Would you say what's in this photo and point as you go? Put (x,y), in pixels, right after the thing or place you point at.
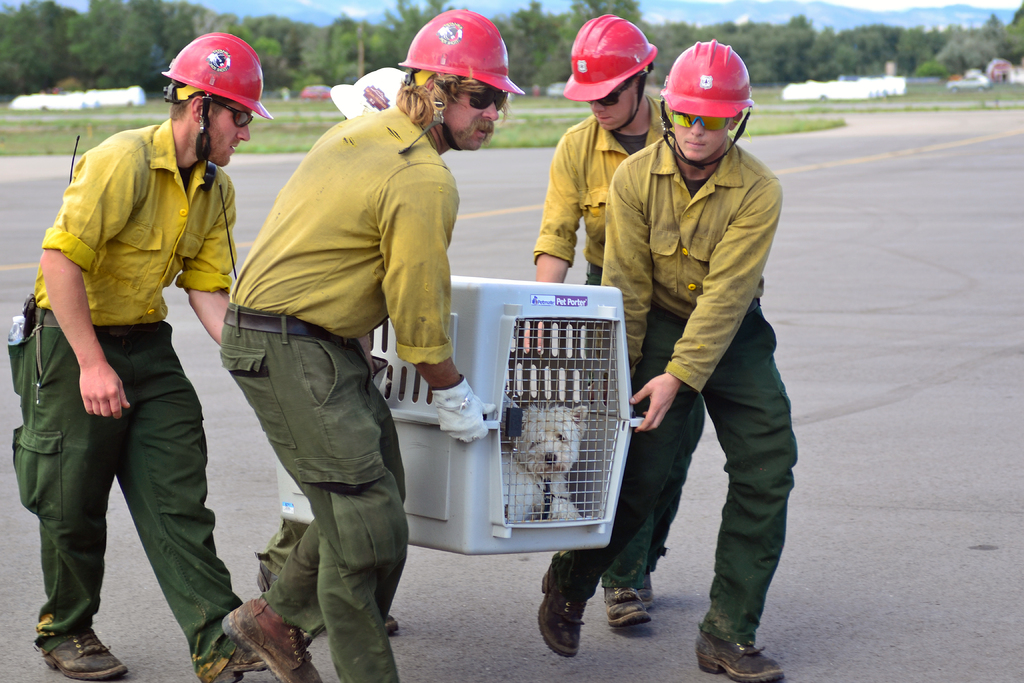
In this image there are four people (431,337) holding a plastic box (463,455). In the box (596,414) there is a dog (569,457). In the background (12,53) there are trees (771,60) and few vehicles (860,89) are parked and a sky (717,0).
